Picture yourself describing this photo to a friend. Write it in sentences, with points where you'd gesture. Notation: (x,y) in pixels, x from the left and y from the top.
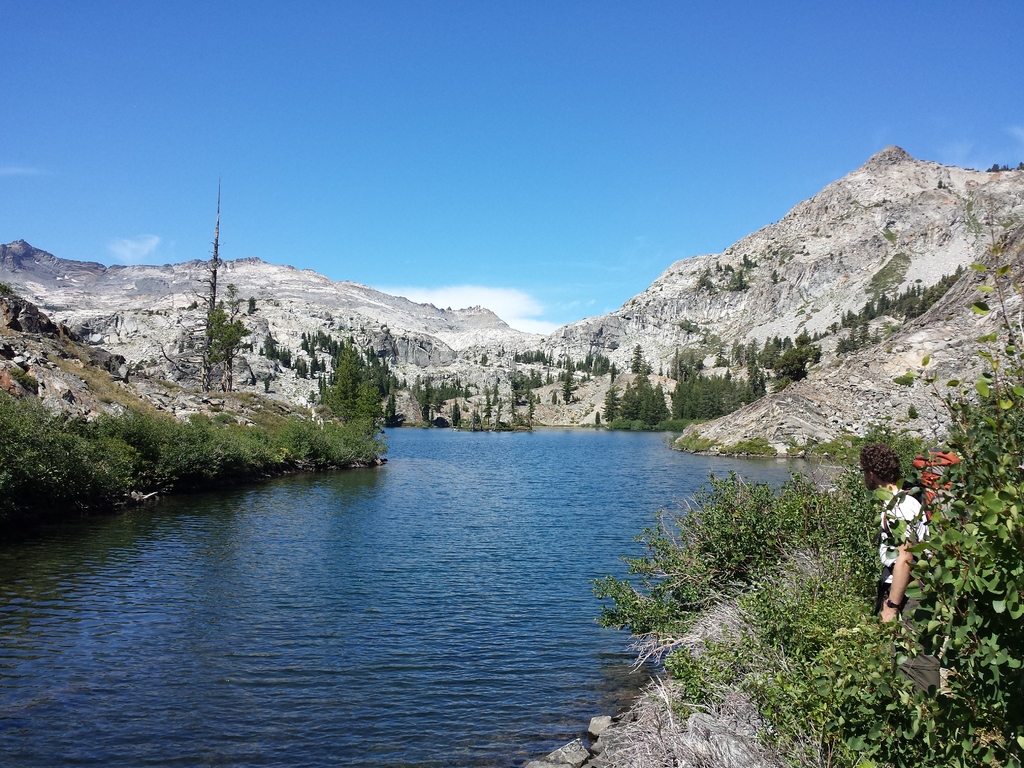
In this image I can see water (376,535), plants (997,534), number of trees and here I can see a man (901,562) is standing. I can see he is wearing white dress (917,505) and carrying a red colour bag (933,499). In the background (429,252) I can see clouds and the sky (384,140).
